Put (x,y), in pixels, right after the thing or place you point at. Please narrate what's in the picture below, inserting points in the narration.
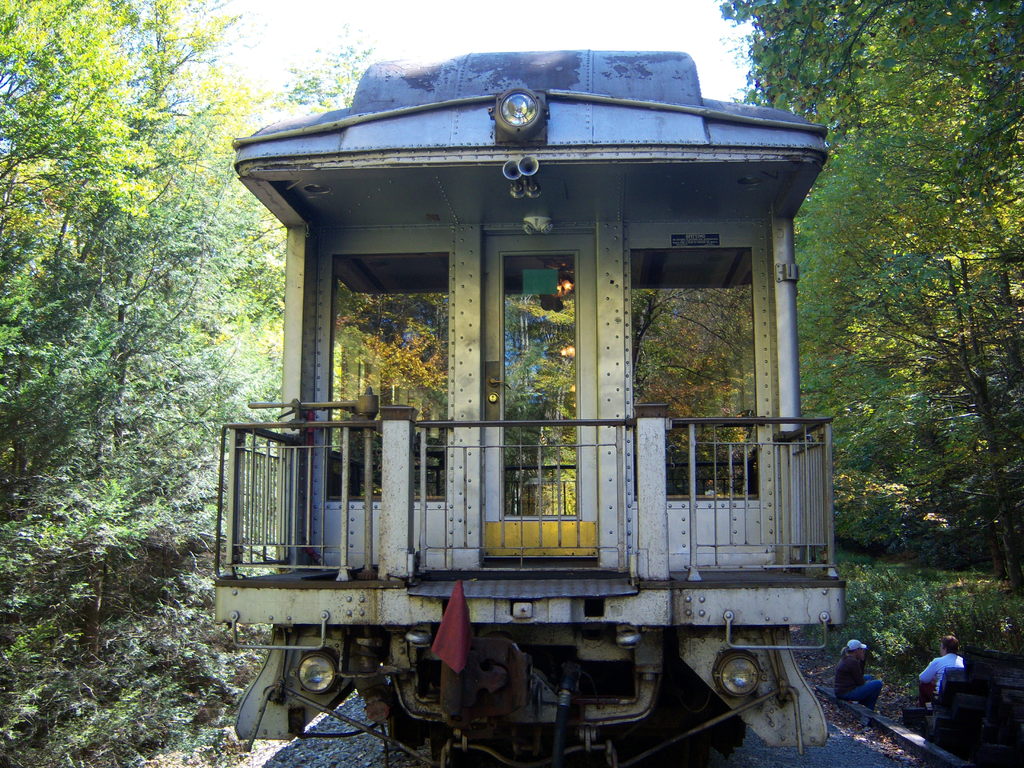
In the center of the image (619,328) we can see a train (556,354). In the background of the image (20,326) we can see trees (891,189). At the bottom right corner (941,681) we can see two persons (928,667) are sitting. At the bottom of the image (826,753) we can see ground (323,747) and railway track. At the top of the image (303,36) there is a sky (627,17).
